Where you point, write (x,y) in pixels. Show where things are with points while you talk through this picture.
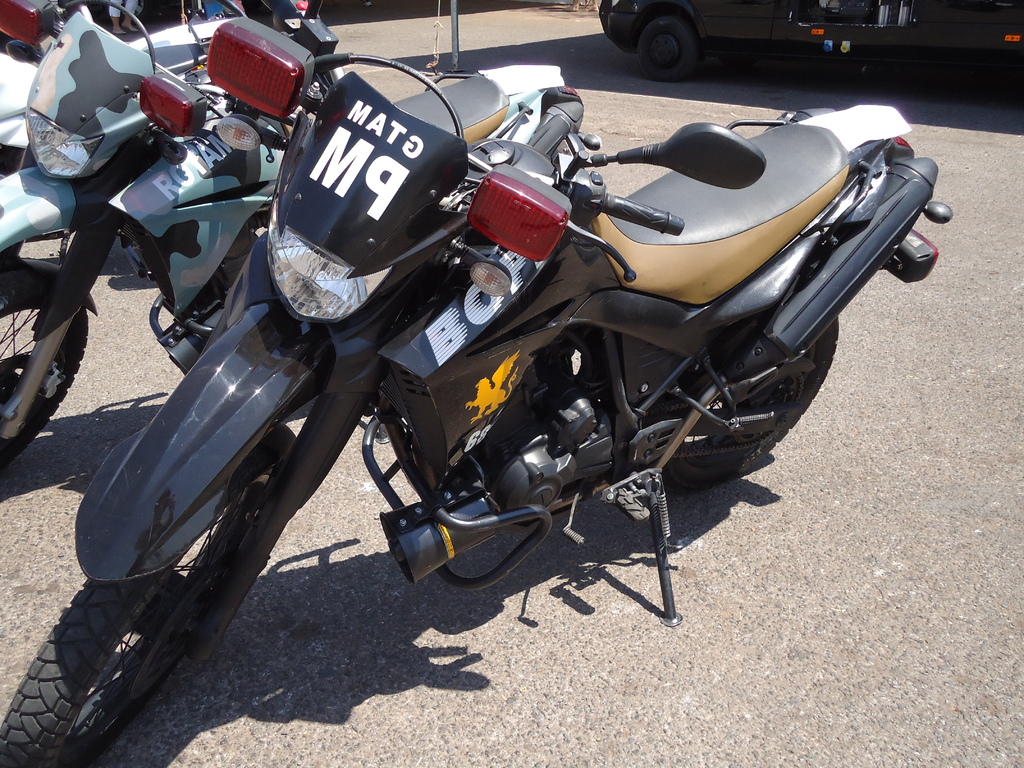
There are some bikes (543,198) and a car (798,28) is present on a road (583,551) as we can see in the middle of this image (342,466).
